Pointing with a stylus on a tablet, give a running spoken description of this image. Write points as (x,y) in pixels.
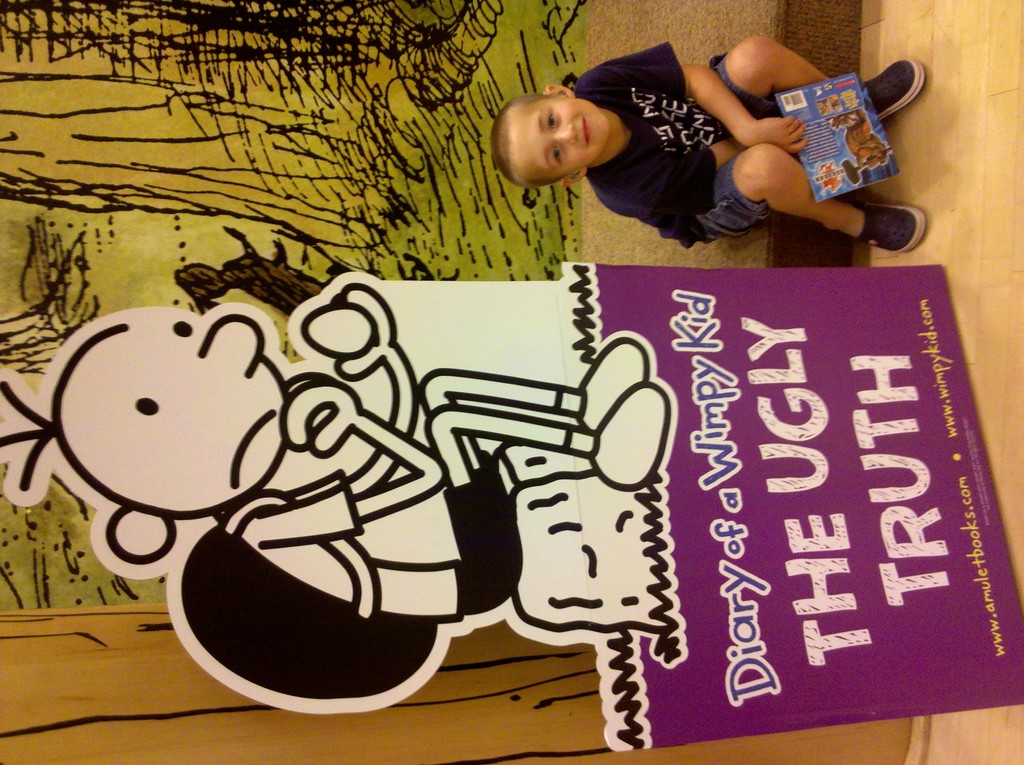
In the foreground (780,170) I can see a boy (762,176) is holding a pamphlet (861,148) in hand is sitting on a step (748,244) and a board (729,476). In the background (129,195) I can see paintings (39,248) on a wall (264,226). This image is taken may be in a hall (865,579).
